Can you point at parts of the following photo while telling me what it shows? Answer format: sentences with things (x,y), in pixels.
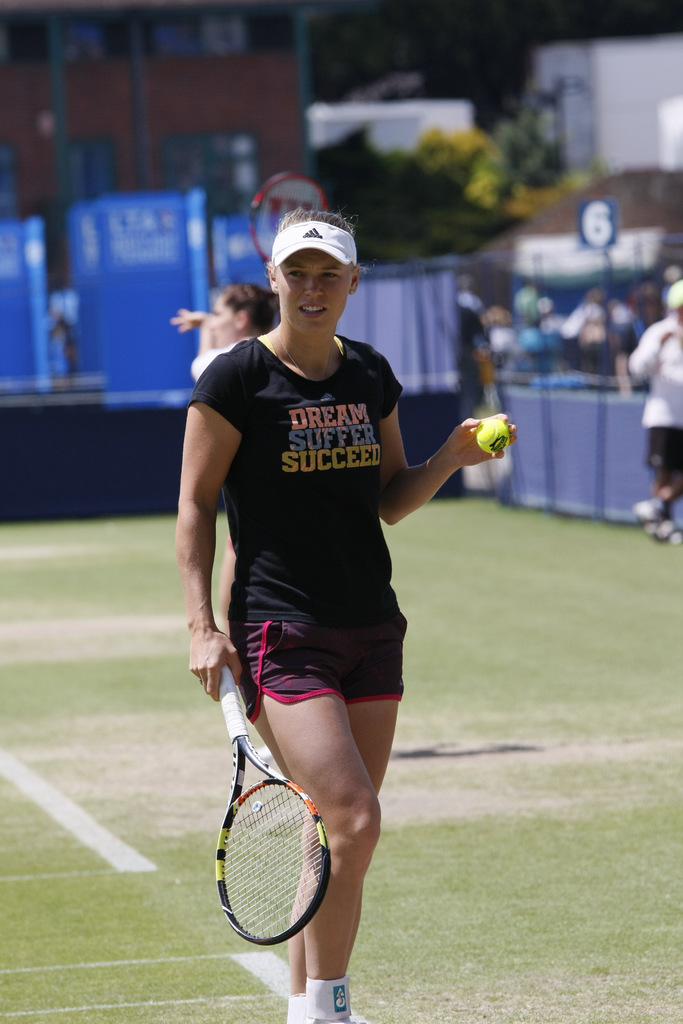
In this picture the woman (252,684) is holding a tennis racket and ball (485,434) and in the background (352,83) audience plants (515,89).
